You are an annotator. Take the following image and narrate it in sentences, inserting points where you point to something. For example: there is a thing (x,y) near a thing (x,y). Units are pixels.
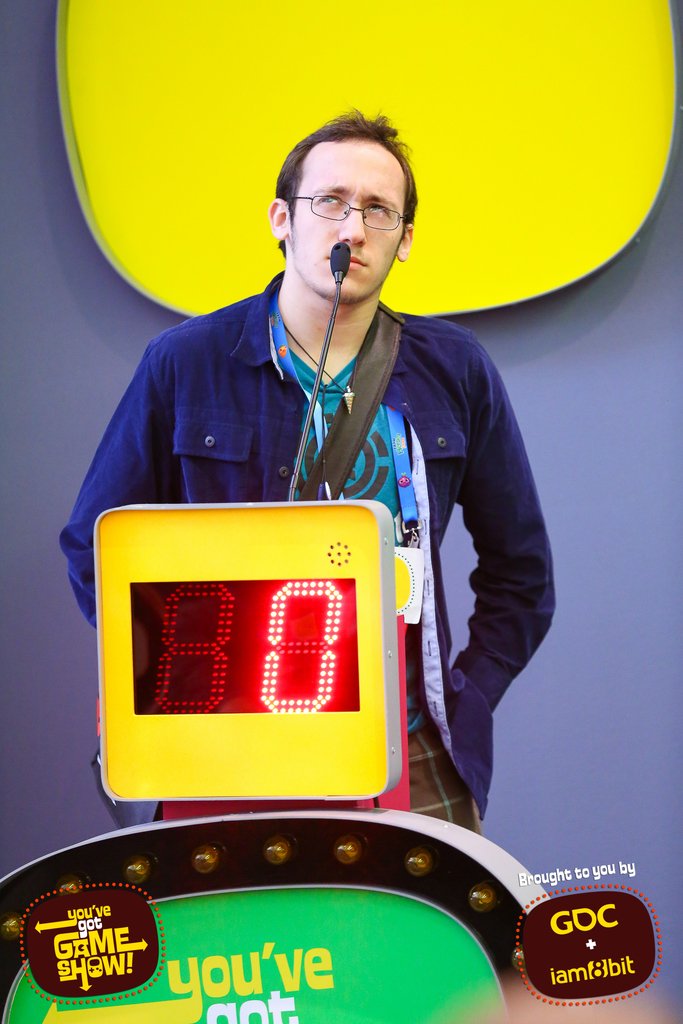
In this image, we can see a person (477,367) in front of the mic (343,248). This person (311,310) is wearing clothes (377,423) and spectacles (393,229). There is a screen (296,586) in the middle of the image (280,580). There is an object (364,892) and some text (265,1006) at the bottom of the image (347,946).
